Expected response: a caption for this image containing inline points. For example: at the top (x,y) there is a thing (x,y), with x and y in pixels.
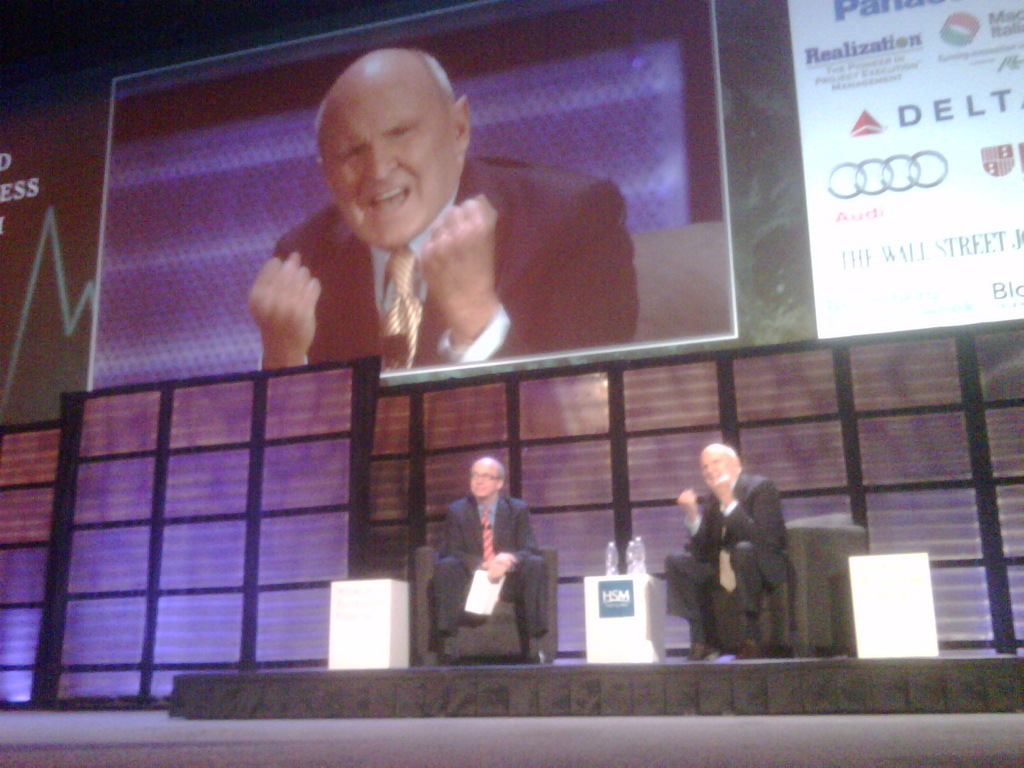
In this image two people (447,582) are sitting on chairs (790,529). Above the table (605,618) there are bottles (630,546). In the background (237,139) there is a screen (722,260) and hoardings (954,196). On the screen (303,318) we can see a person (441,226).
